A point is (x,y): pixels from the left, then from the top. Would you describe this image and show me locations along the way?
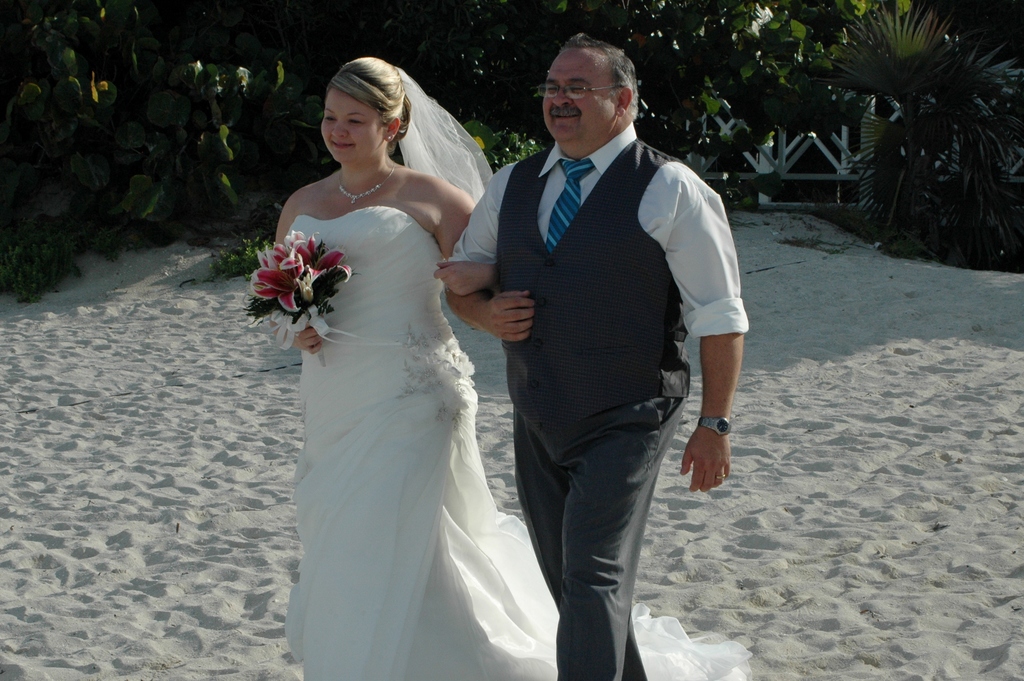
In this image I can see a couple (536,562). The person (327,338) on the left (328,659) is wearing a white gown (394,256), veil (410,102) and holding a flower bouquet (260,323). There are trees (796,92) at the back (107,87).
